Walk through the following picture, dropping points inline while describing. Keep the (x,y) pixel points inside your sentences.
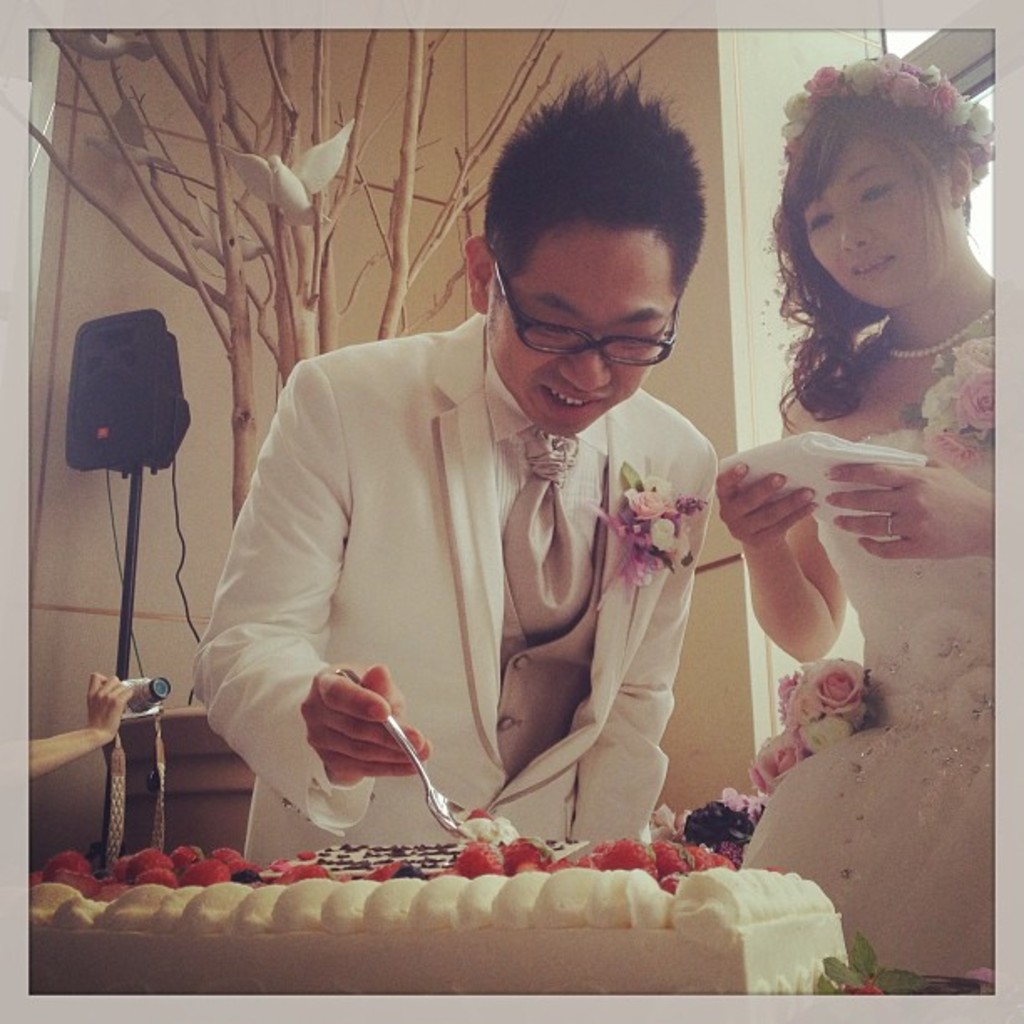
This is a picture consist of two persons (475,483), one person (466,702) hold a spoon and there is a cake (380,868) in front of them and there is a bird (254,190) on the tree (209,91), back side of them, on the left side (60,744) there is a camera (138,698) and a hand (98,707) is visible and right side (900,383) a woman (922,409) wearing a white dress (912,573).
